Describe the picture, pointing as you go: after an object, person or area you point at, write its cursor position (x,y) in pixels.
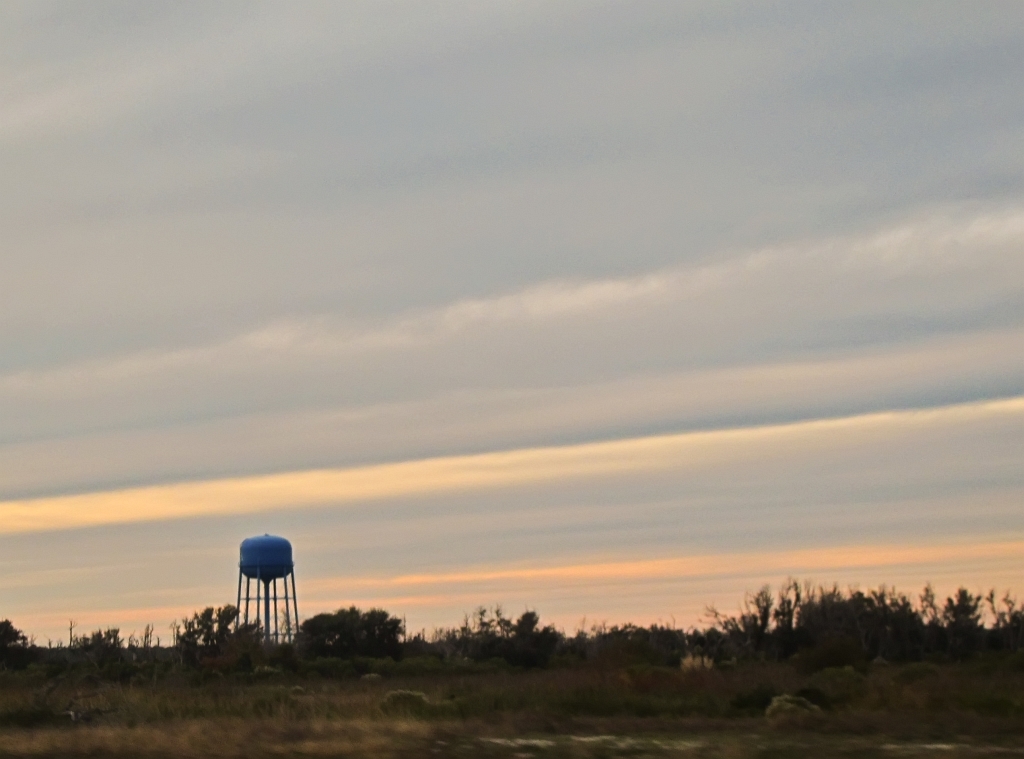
In this picture there are trees (573,659) and it looks like a water tank (248,583). At the top (856,189) there is sky (546,316) and there are clouds (604,473). At the bottom (477,696) there is grass (240,699) and there is ground (393,712).
